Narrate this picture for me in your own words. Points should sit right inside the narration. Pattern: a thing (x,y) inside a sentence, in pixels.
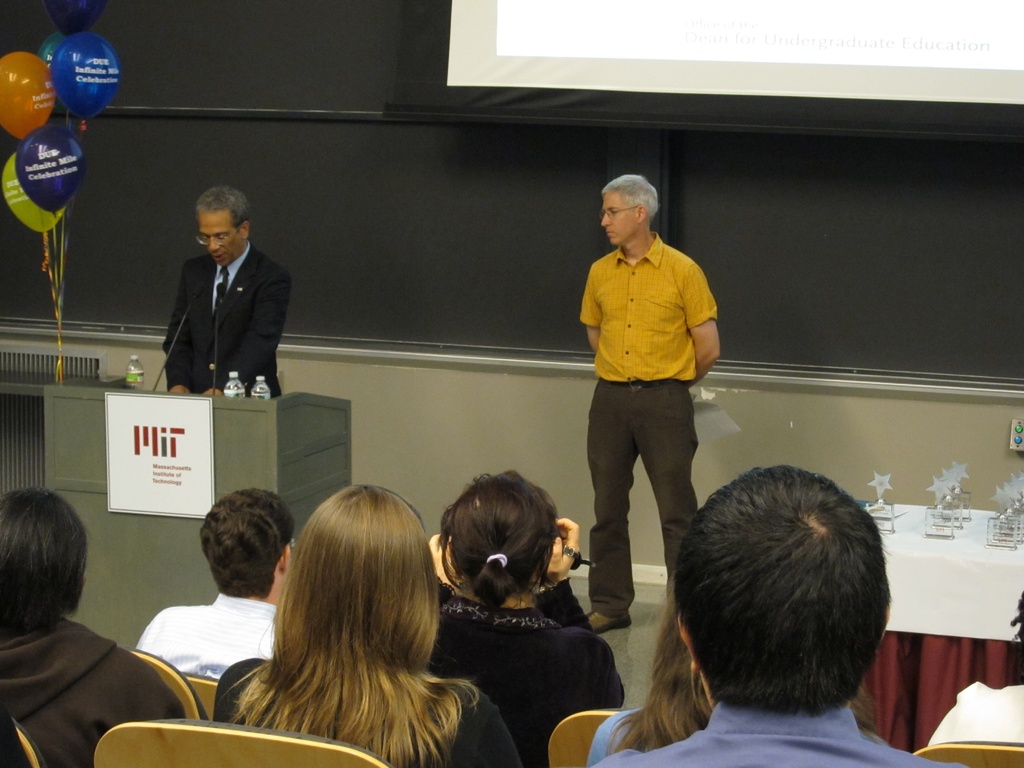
In the background (773,86) we can see the projector screen (698,45) and the wall (825,443). In this picture we can see the men (644,330) standing. We can see a podium (296,400) and on a podium (87,410) we can see the microphones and water bottles (238,395). We can see a board (117,401) and balloons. On the right side of the picture (1008,553) we can see the awards (993,516) placed on the table (951,554). At the bottom portion of the picture (3,524) we can see the people (531,708) sitting on the chairs (555,730).
